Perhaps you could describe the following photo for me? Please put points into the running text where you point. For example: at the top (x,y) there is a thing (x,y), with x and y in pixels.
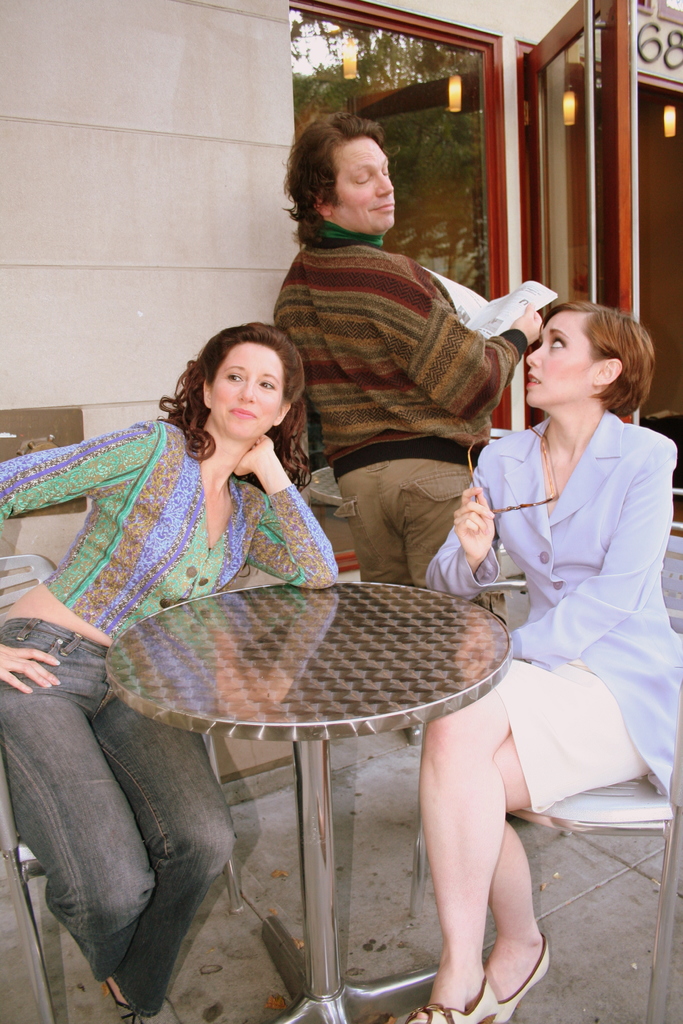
In this image, we can see three people (274,479). Two women (566,685) are sitting on the chairs (641,823). Here a man (415,461) is standing and holding paper (488,310). On the left side (212,538), a woman (296,515) is smiling. Here there is a table (318,736) on the floor (384,920). Background (153,174) we can see wall (235,91), glass doors (424,118). On the glass door (419,142) we can see reflections (408,93). Here they can see tree (377,83). Inside the house (630,114), there are few lights (665,118) are hanging. Right side of the image (593,569), a woman (578,527) is holding glasses (507,509).
